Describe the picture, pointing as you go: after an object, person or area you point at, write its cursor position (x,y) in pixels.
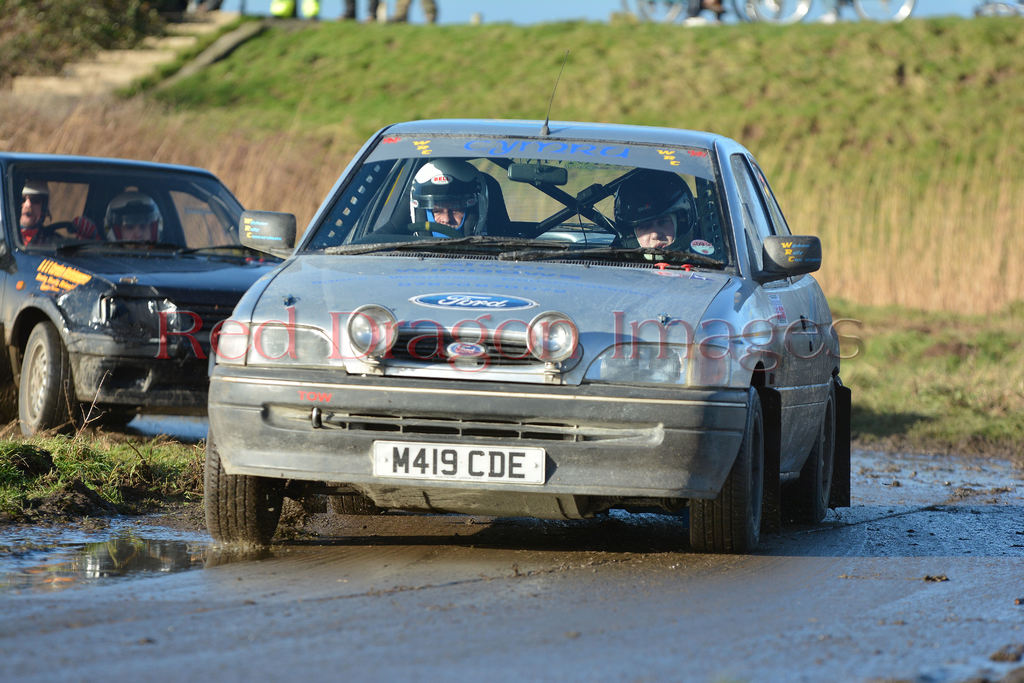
These are the cars (246,317) on the road (244,562). I can see four people (656,216) in two cars (559,208). This looks like the grass (857,111). At the top of the image (434,13), I can see few people (403,15) standing and these are the bicycles (752,8). These look like the stairs (118,78). I can see the watermark (168,336) on the image.
